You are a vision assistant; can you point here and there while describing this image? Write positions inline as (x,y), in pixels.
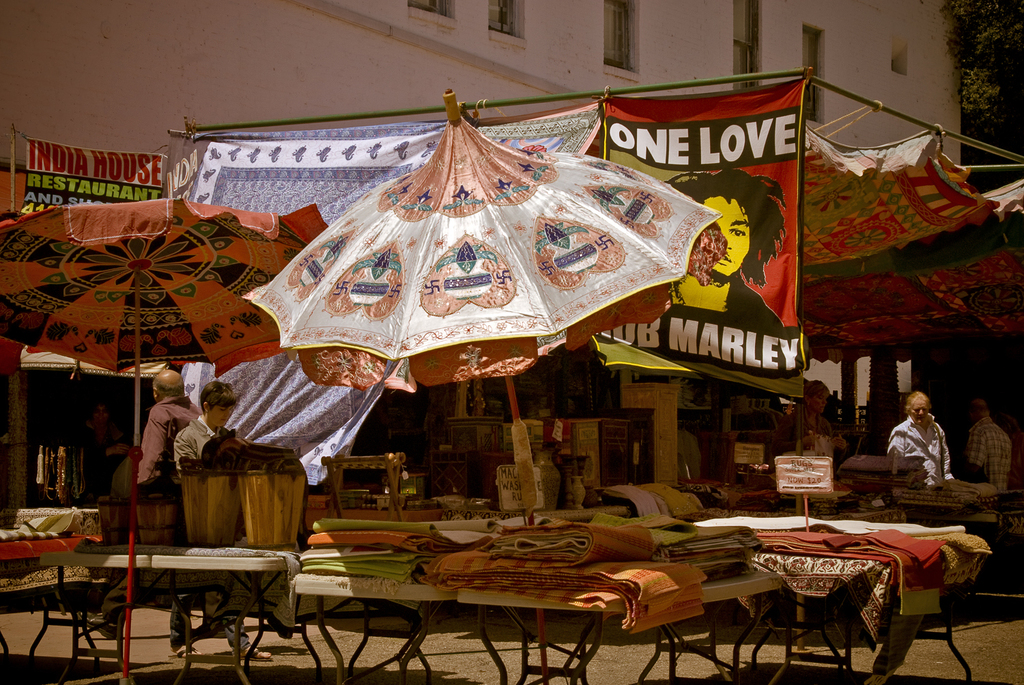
Here it's a table (571,675) and mats (590,604) are being sell at here. A cloth (776,308) which has a picture (777,210) of person (777,187) and text (753,340) on this here it's a building (241,99) the cloth umbrella (183,268). He is a man (209,407) walking.
